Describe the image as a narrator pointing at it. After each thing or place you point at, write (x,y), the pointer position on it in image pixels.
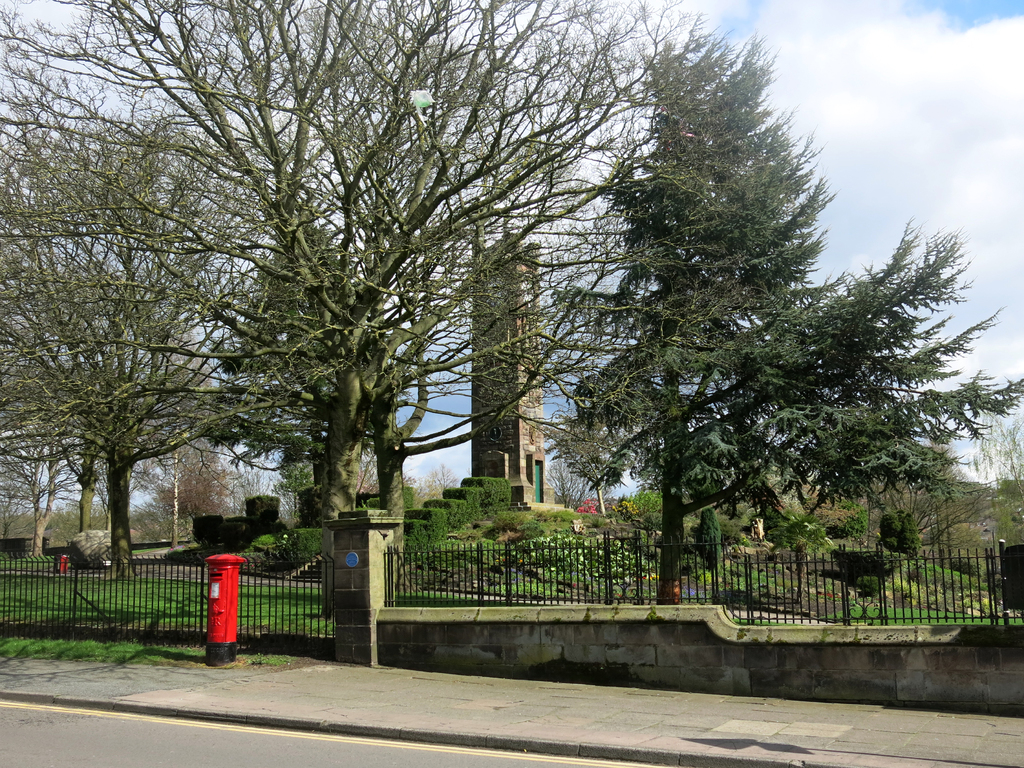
In this picture we can see a post box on the ground (219,677), beside this ground (355,688) we can see a fence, trees (698,506), tower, plants (548,594) and some objects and in the background (913,186) we can see sky (913,186) with clouds (894,198).
